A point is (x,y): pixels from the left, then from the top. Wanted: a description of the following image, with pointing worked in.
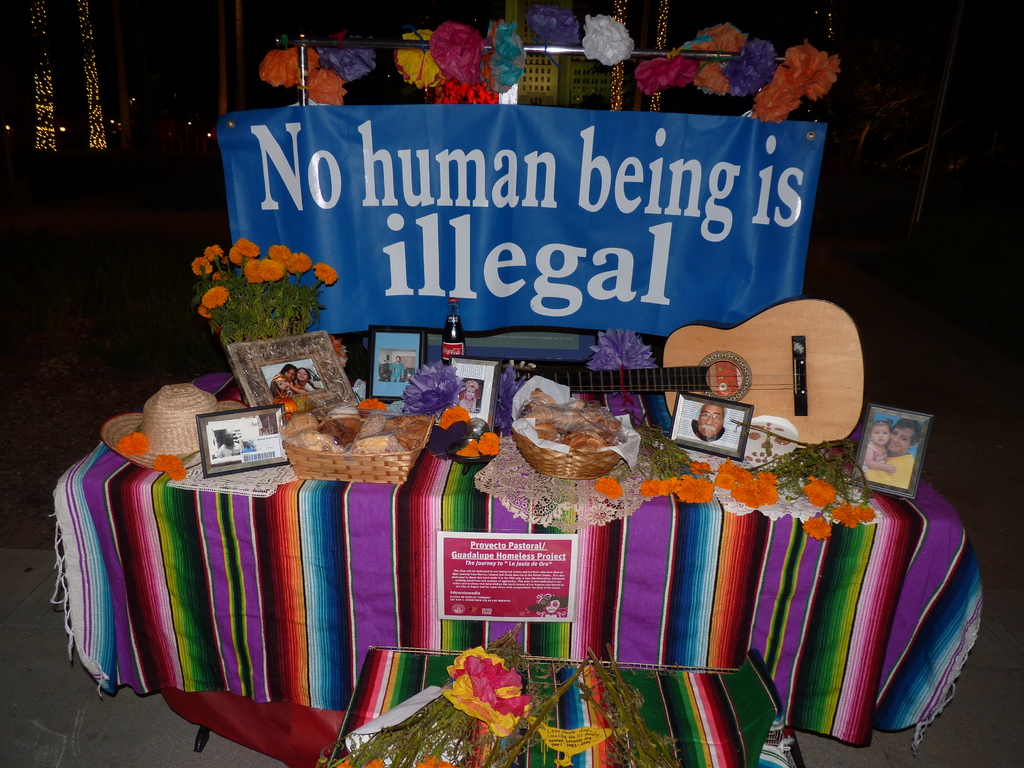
In this image I can see few food items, frames (884,429), few flowers (726,481) and the musical instrument (526,365) on the multi color cloth (812,581). In the background (682,280) I can see the banner (661,251) in blue color and I can also see few decorative items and few lights (42,93).
